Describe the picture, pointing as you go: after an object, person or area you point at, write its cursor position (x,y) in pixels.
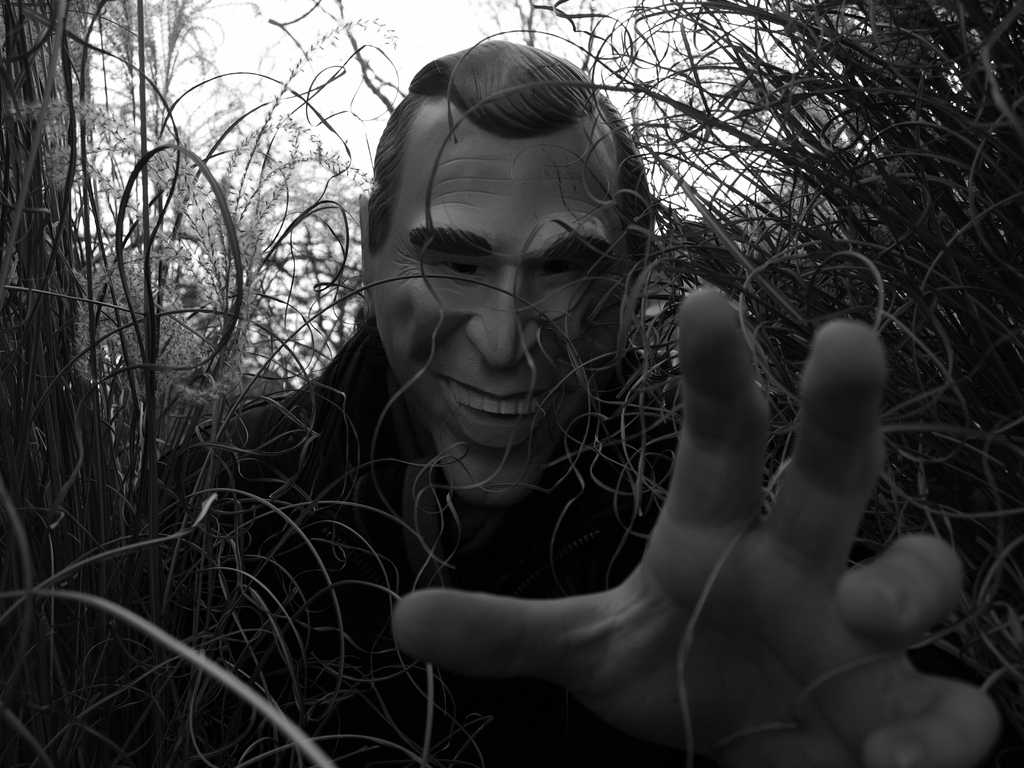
This is a black and white image. In this image I can see a person (355,345) and in the right bottom corner (913,609) I can see a hand (670,546). I can see grass (210,336) and plants (756,130) around the person (573,95).
